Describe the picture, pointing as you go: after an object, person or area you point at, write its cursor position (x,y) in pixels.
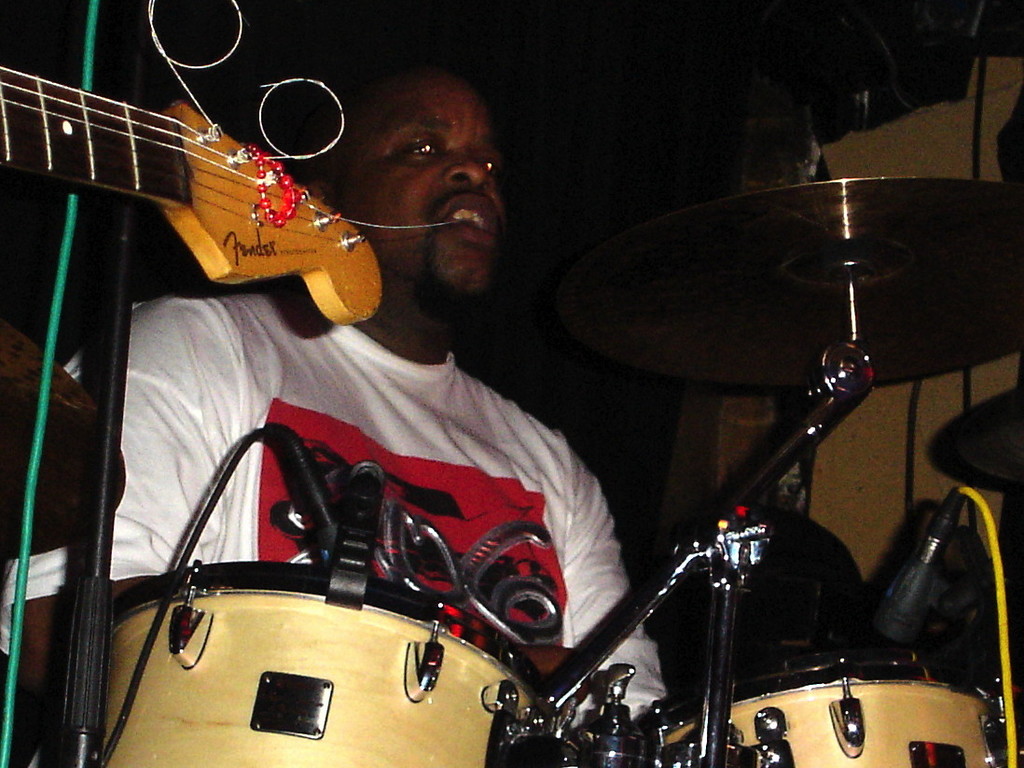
This picture shows a man (417,345) sitting in front of a drums (281,596) and playing them. There is a guitar (172,171) in the left side (239,216).
